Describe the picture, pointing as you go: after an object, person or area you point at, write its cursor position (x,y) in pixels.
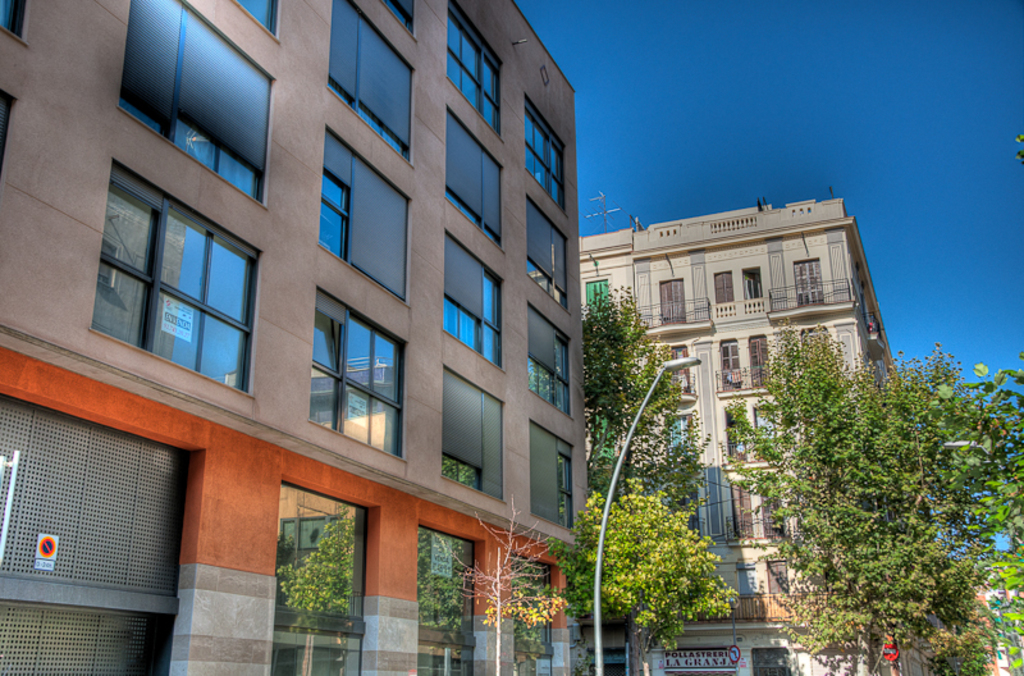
In this image we can see buildings (360,423) with windows (365,319), trees (1010,557), pole (685,364) and in the background (625,223) we can see the sky (885,310).
